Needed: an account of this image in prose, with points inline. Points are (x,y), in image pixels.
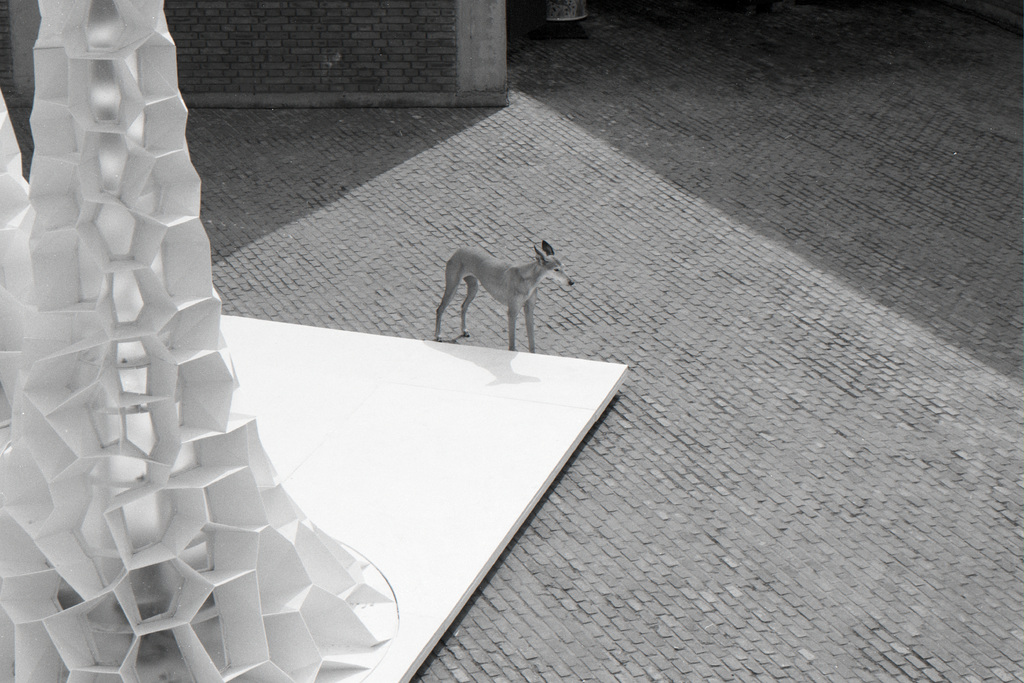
This is a black and white image. In this image we can see a dog (460,256). There is a white color object (149,542) to the left side of the image (146,413). At the bottom of the image (642,616) there is a floor (762,294).
